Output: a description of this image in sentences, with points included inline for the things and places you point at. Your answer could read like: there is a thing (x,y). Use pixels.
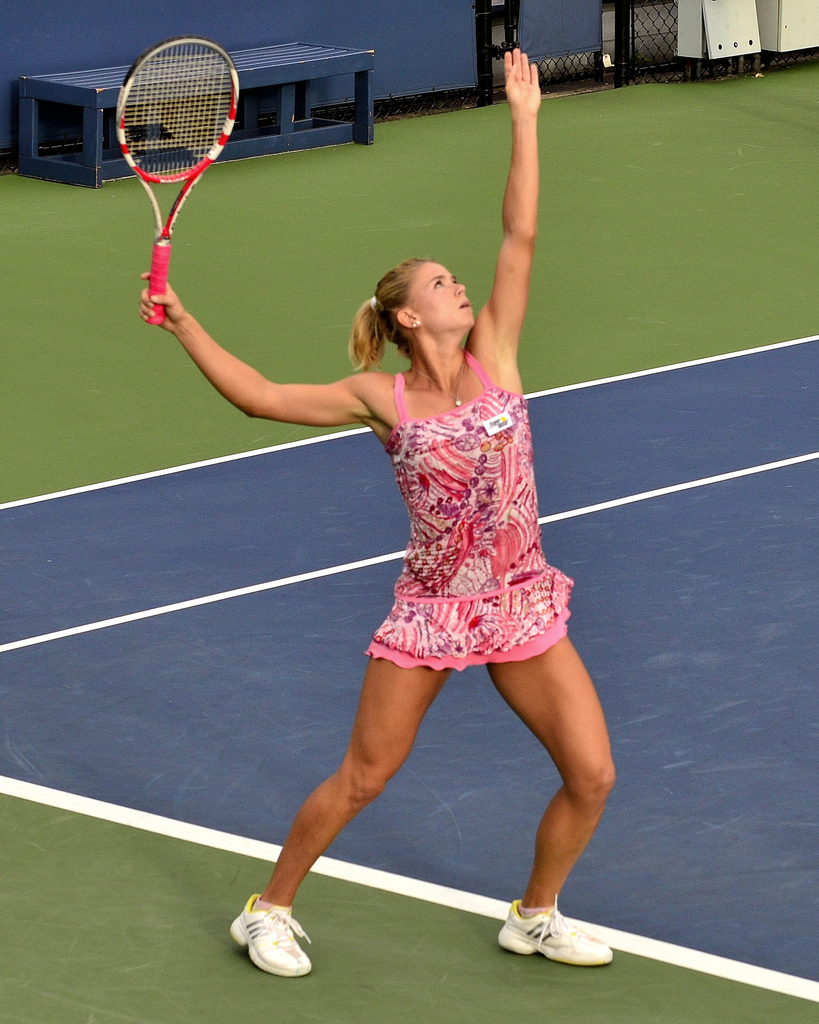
In this picture we can see a woman (496,533), she is holding a bat (173,47) in her hand (179,314), in the background (239,131) we can see a bench (295,85).
